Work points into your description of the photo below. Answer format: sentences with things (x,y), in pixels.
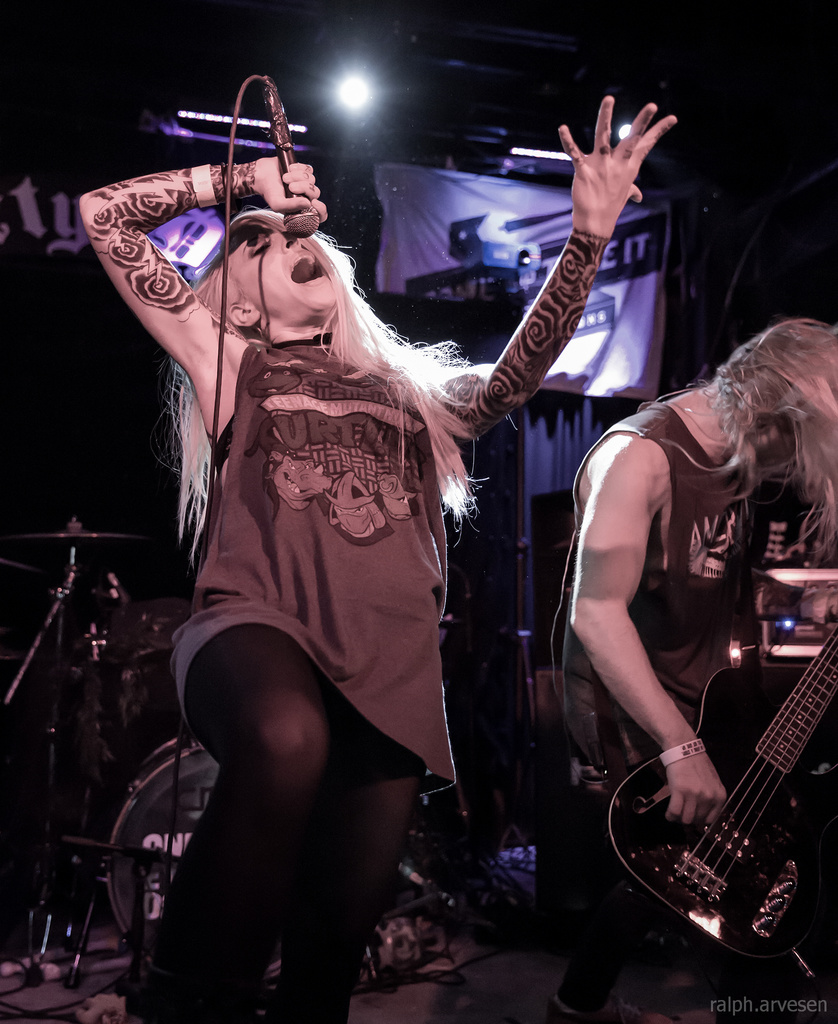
As we can see in the image, there are two persons (669,726) standing on stage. The person (699,649) on the right side (761,735) is holding guitar (761,746) and the person (310,575) on the left side (251,256) is singing a song.
